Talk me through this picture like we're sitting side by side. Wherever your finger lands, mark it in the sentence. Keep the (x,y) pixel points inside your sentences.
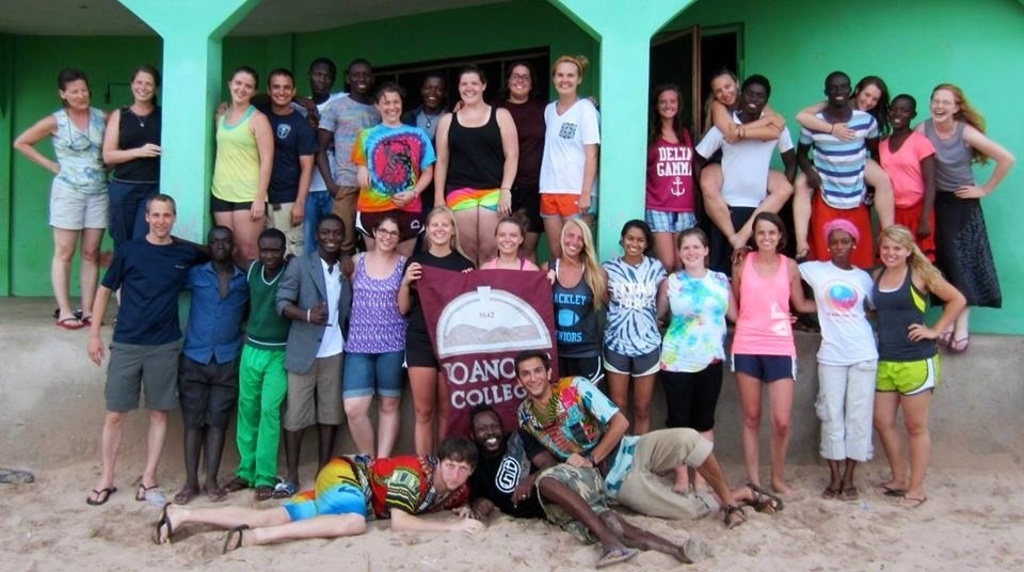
In the center of the image (666,223) we can see a group of people (718,239) and some of them are holding cloth (500,341). In the background of the image (999,215) we can see building (437,58), windows (448,97), wall (538,40). At the bottom of the image (564,532) there is a soil (561,553).
